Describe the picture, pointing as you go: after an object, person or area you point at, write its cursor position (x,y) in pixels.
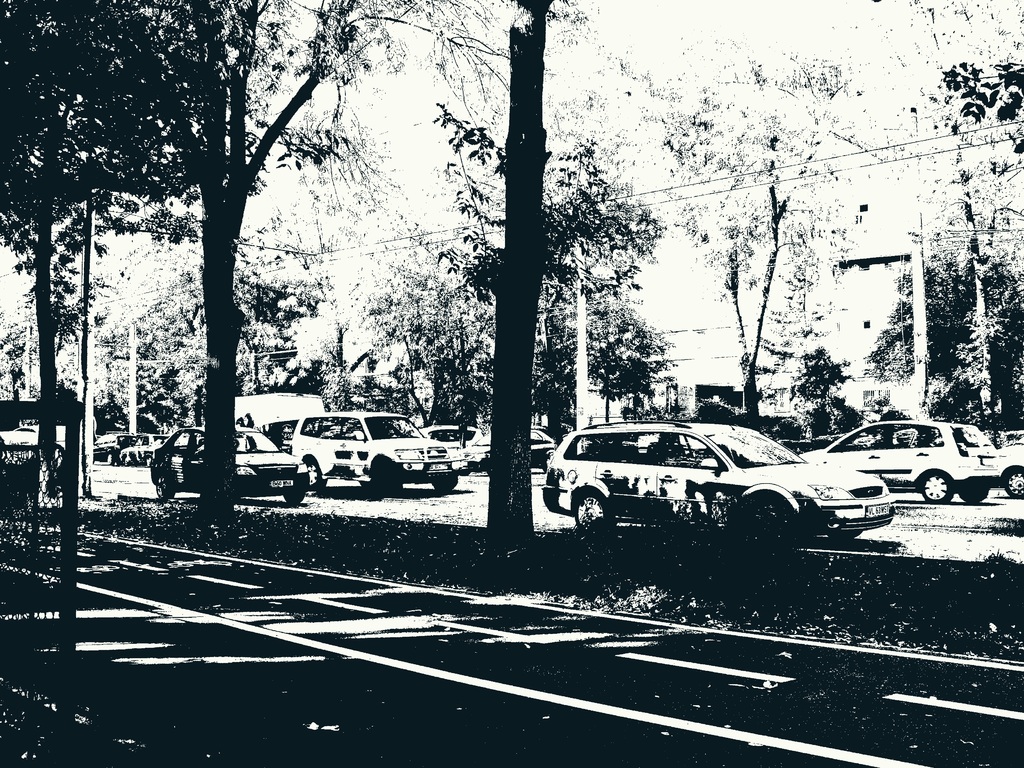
It is a black and white image at the bottom (323,656) there is the road (338,651), in the middle (406,310) there are trees (246,328), few cars (733,528) are moving on the road (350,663).
